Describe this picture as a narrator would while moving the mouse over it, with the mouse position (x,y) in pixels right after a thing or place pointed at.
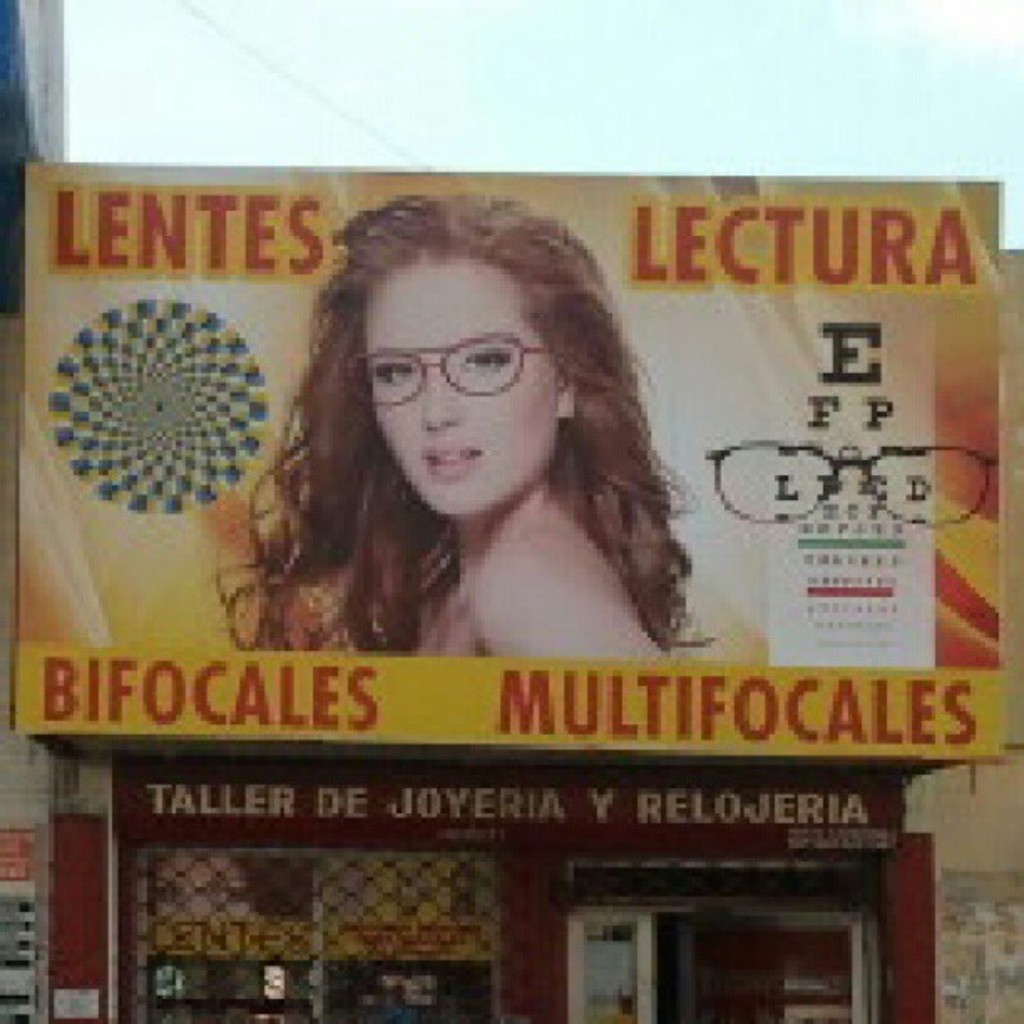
In the picture I can see the hoarding (625,655) in the middle of the image (457,675). On the hoarding (625,624) I can see a woman (456,404) with spectacles (518,342) on her eyes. There is a shop (636,980) at the bottom of the image (696,830).
